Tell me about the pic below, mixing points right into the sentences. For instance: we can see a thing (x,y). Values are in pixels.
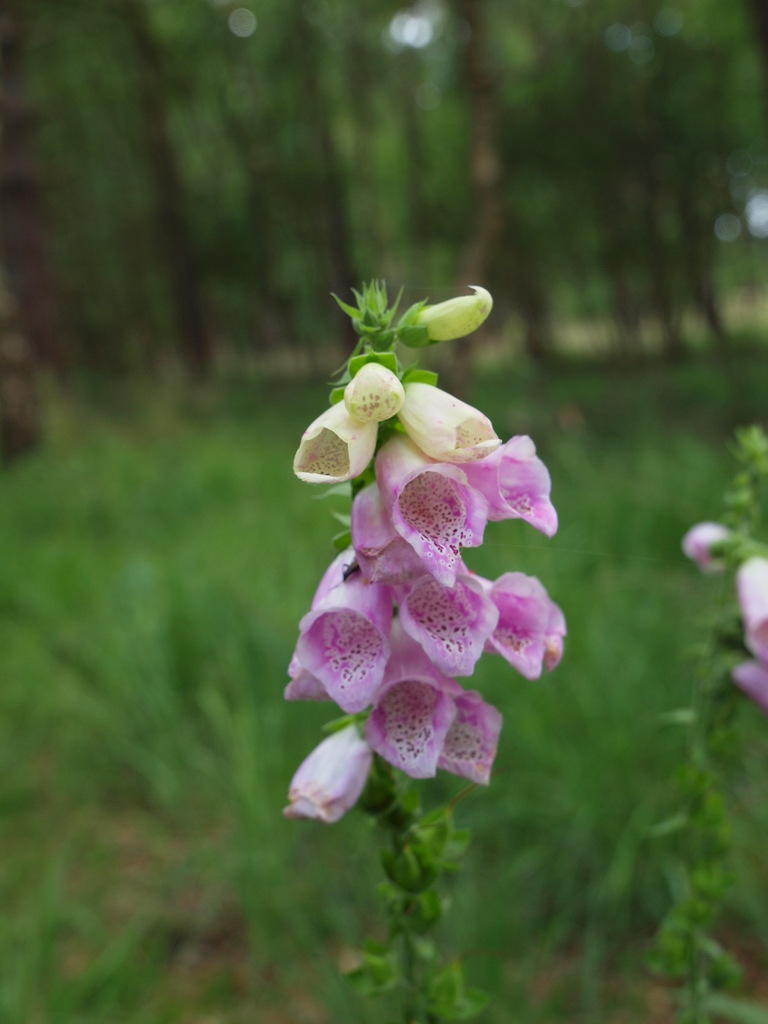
In the center of the image (426,607) there is a plant (439,834) and we can see flowers (426,607). In the background (251,278) there are trees (426,272).
